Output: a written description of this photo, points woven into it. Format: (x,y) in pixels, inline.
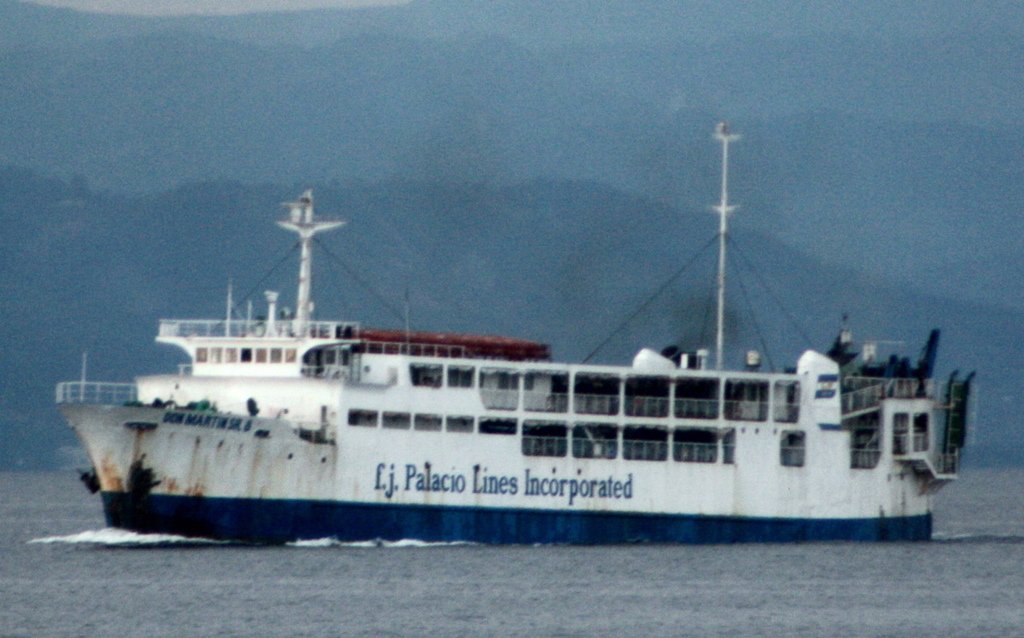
Background (827,169) portion of the picture is blurry and we can see the hills (169,76). This picture is mainly highlighted with a ship (712,532) and we can see there is something written on the ship (598,532). At the bottom portion of the picture (638,568) we can see the water (412,584).
